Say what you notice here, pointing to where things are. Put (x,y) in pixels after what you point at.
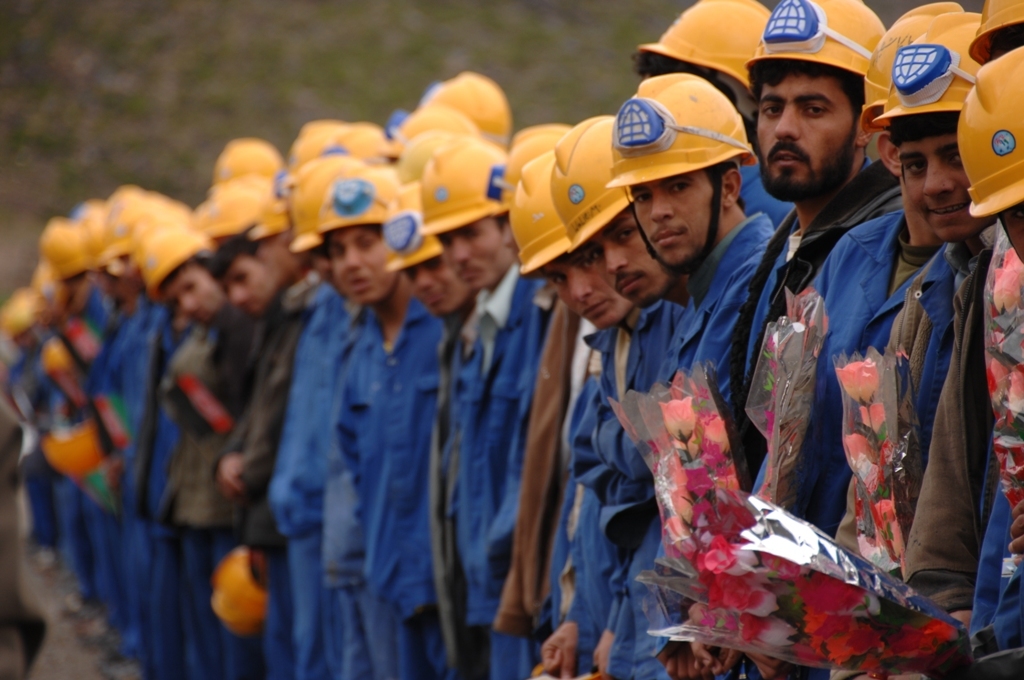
In this image there are workers (460,351) who are wearing the blue shirt (413,384) are standing side by side by wearing the helmets (323,143).
